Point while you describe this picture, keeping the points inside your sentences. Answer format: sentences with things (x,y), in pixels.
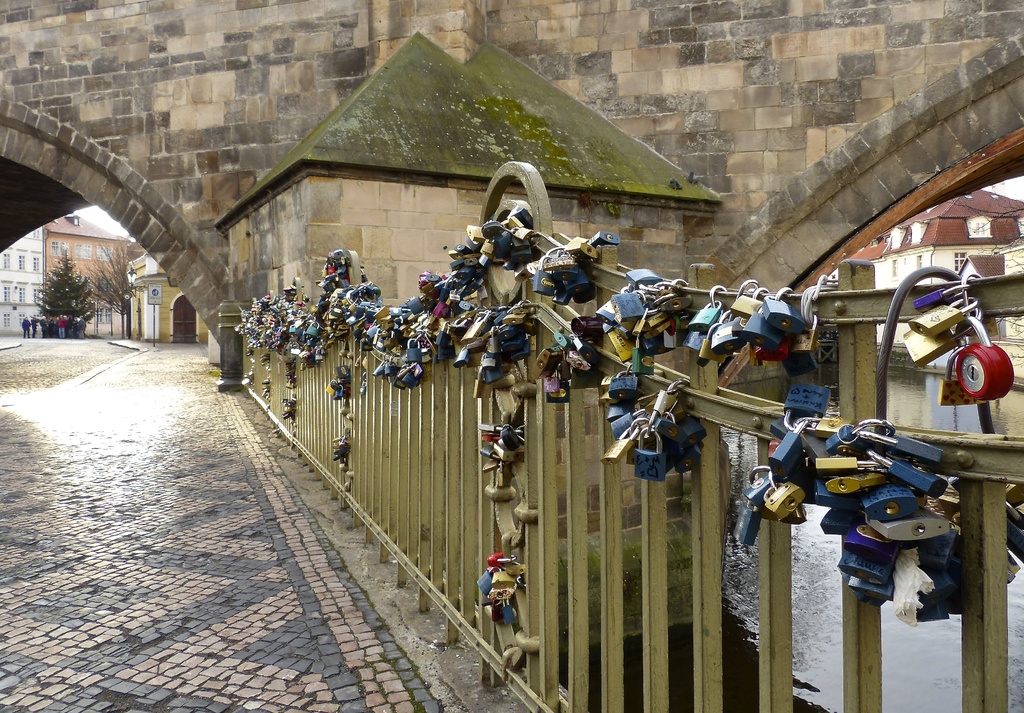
In this picture we can see many locks (709,331) on this fencing (917,293). On the right (838,652) we can see water (932,643) and buildings (952,253). On the left (44,326) we can see group of person (59,317) standing near to the trees (84,293). Here we can see door (176,317) near to sign board (156,287). Here it's a sky (101,212). On the top (100,208) we can see bridge (575,35).
